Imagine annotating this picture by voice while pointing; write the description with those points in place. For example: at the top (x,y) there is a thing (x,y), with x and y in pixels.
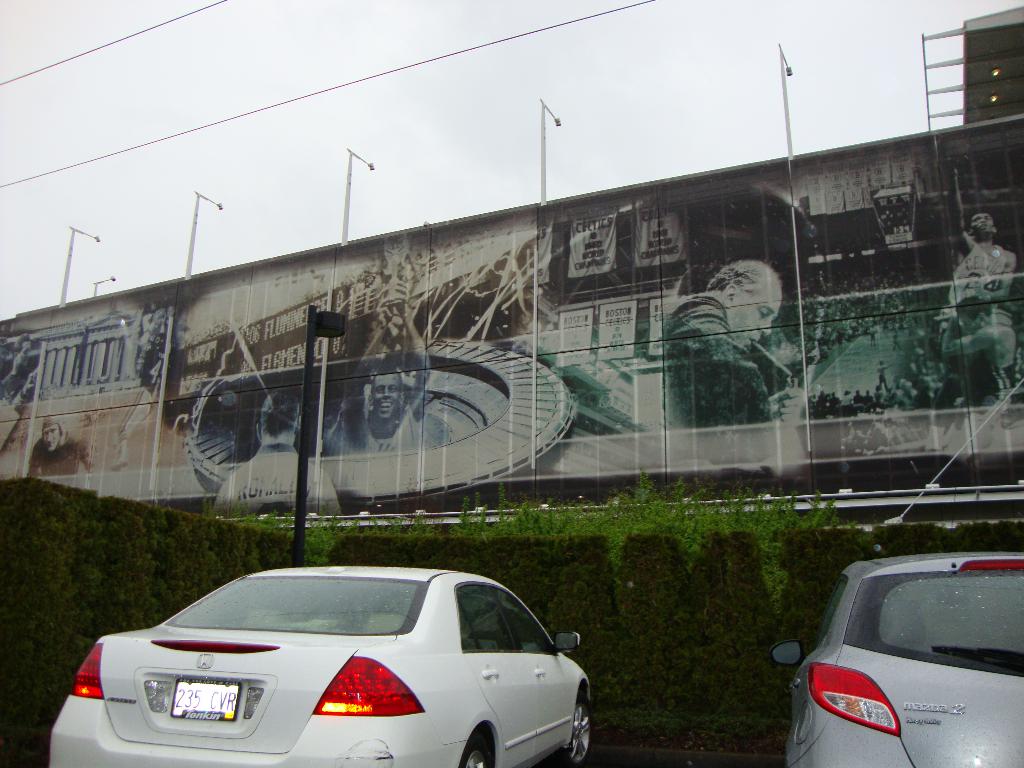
In this image we can see two vehicles (538,698) placed on the ground (597,749). In the background (768,579), we can see group of plants (734,582), hoarding (618,359) with group of poles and the sky (340,174).
